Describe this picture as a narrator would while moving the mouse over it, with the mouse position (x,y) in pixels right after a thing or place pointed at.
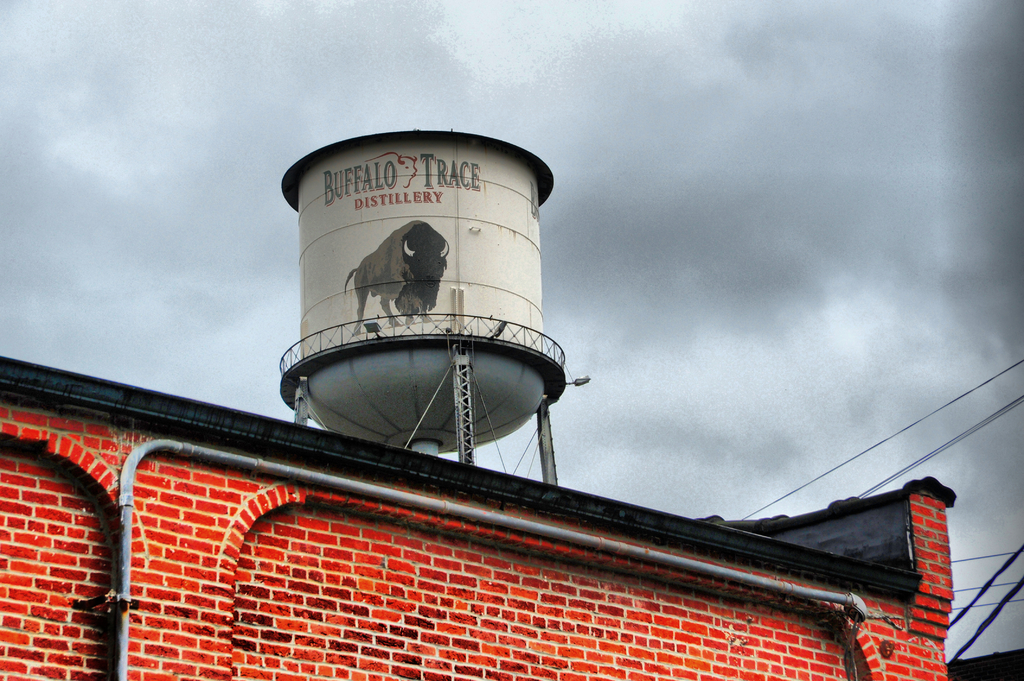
In the foreground of the image (562,570) we can see a red color wall (230,635) and a pipe (128,513). In the middle of the image (414,412) we can a big tin (319,369) on which some text (451,168) and animal figure (391,283) is there. On the top of the image (484,79) we can see the sky (818,347).
